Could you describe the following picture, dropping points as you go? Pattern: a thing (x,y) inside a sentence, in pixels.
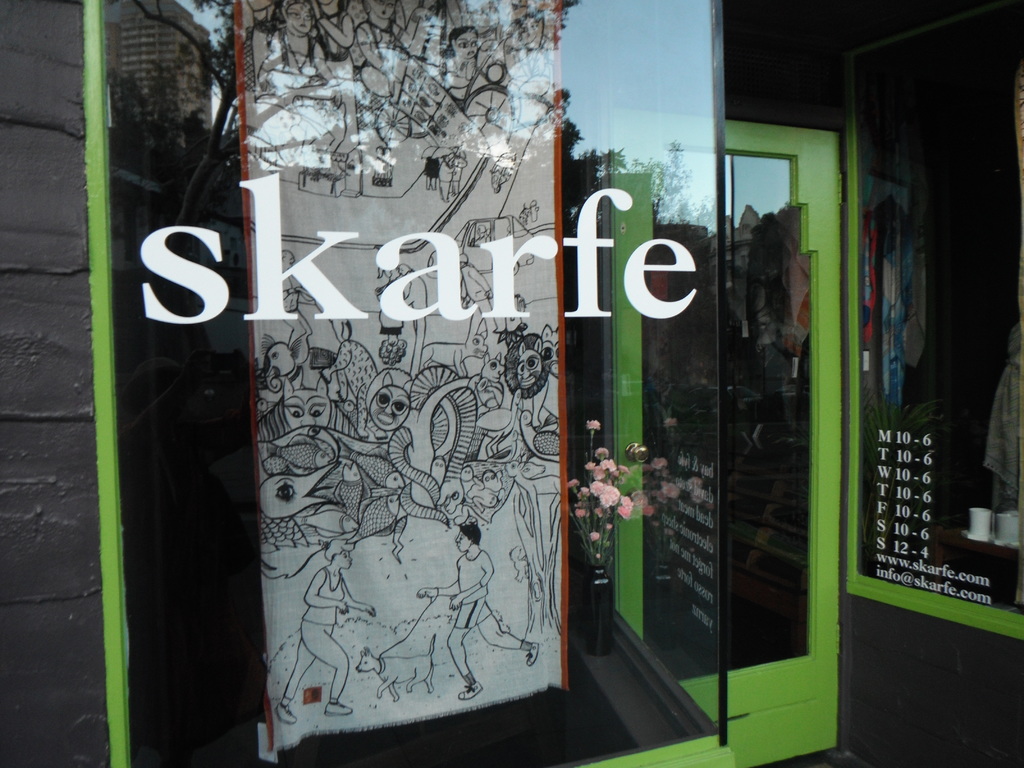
In this image I can see a glass door (144,343) and on the glass (225,373) I can see a art (284,491) and flowers (600,474) and text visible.
